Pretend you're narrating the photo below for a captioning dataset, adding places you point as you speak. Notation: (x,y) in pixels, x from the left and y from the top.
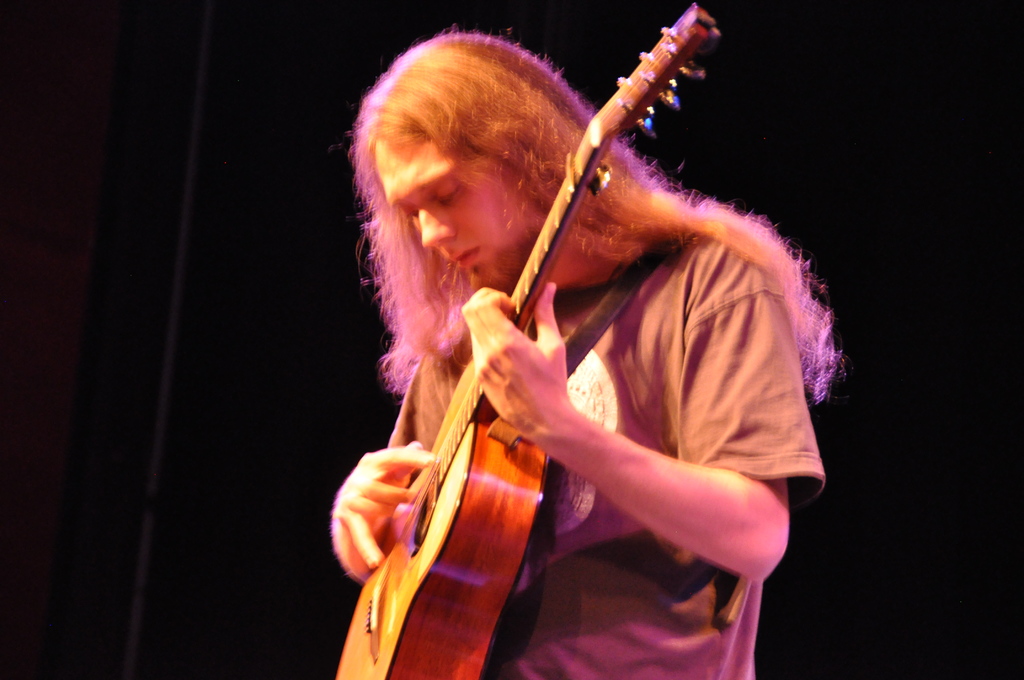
In this picture there is boy (655,486), with the long hair (426,88), holding a guitar (474,672) in his hands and playing, there is a black color background of the image (345,323).
